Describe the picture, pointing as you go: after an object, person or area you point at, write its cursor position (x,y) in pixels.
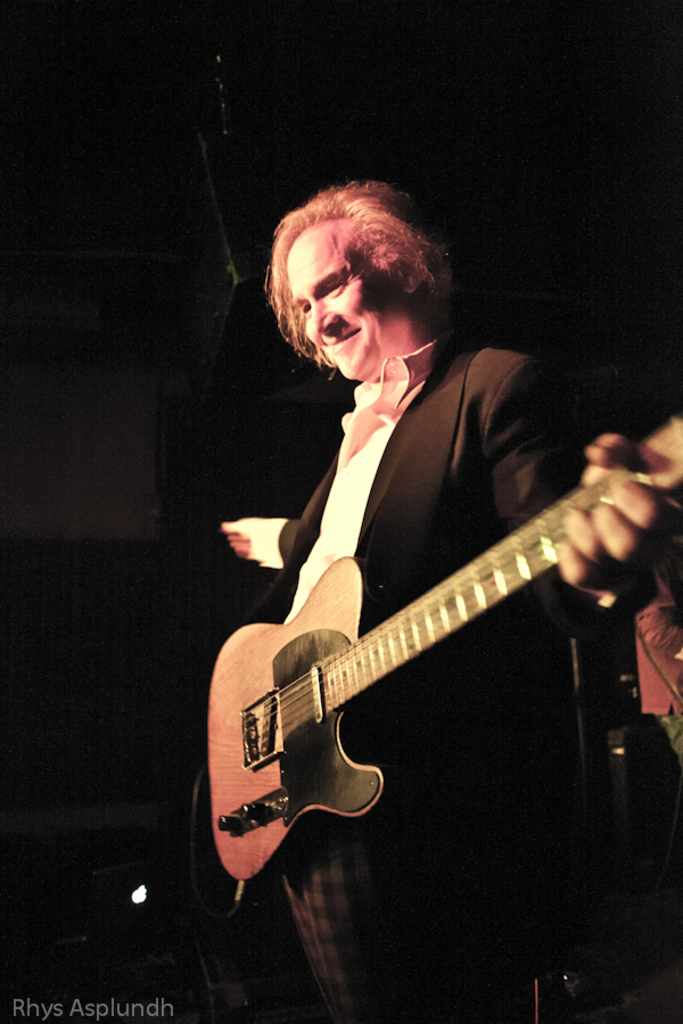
In this picture we have a man (313,549) standing and holding a guitar (661,461).
